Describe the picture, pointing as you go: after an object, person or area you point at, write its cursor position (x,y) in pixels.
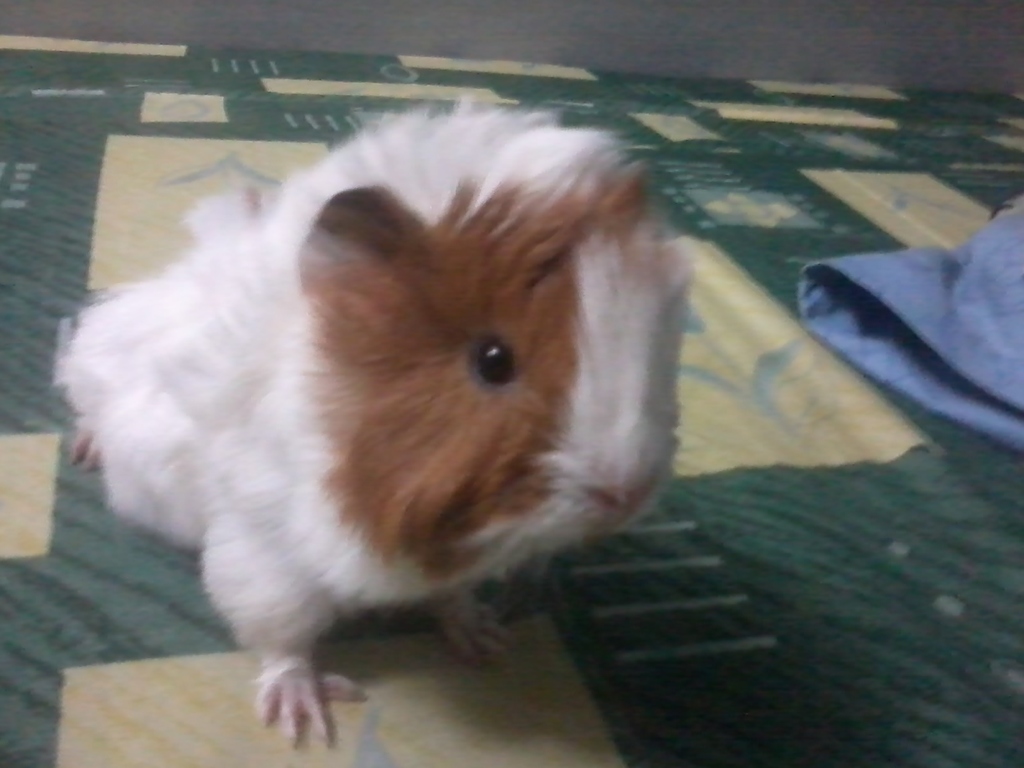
In this image we can see an animal (355,452) on a mat (513,631). On the right side (972,306), we can see a cloth (900,292). At the top (676,30) we can see a wall (527,35).
